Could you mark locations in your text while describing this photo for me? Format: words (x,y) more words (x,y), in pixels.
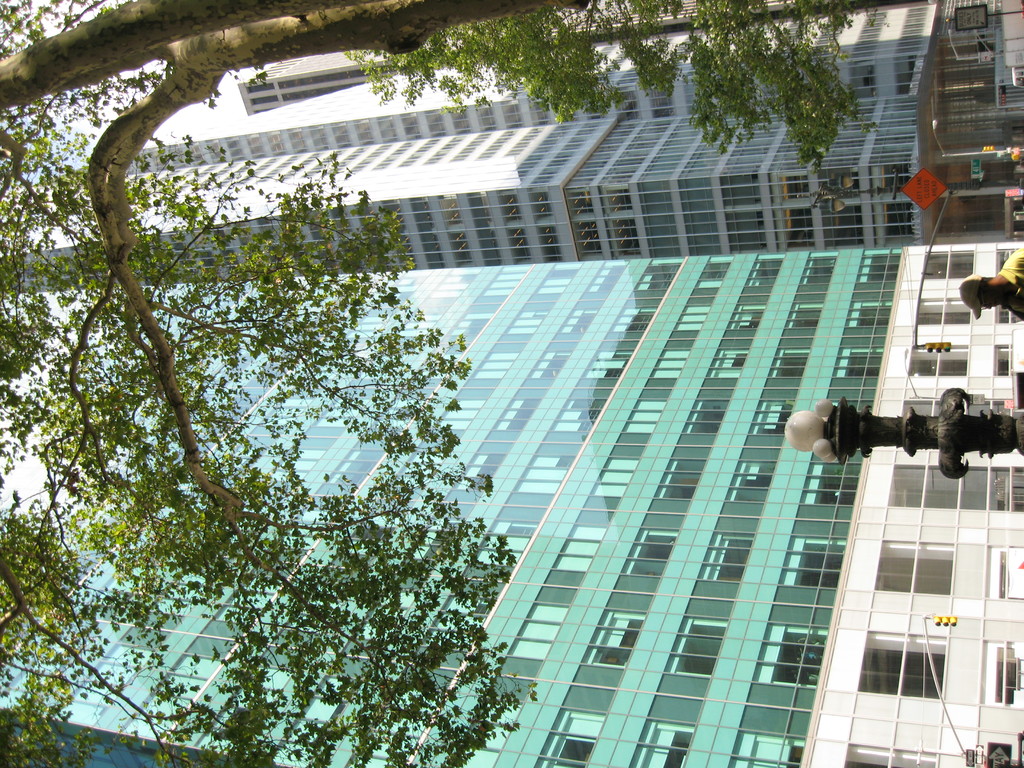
In this image I can see trees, buildings (885,453), light poles (871,424) and a person (1007,286). This image is taken may be during a day.
